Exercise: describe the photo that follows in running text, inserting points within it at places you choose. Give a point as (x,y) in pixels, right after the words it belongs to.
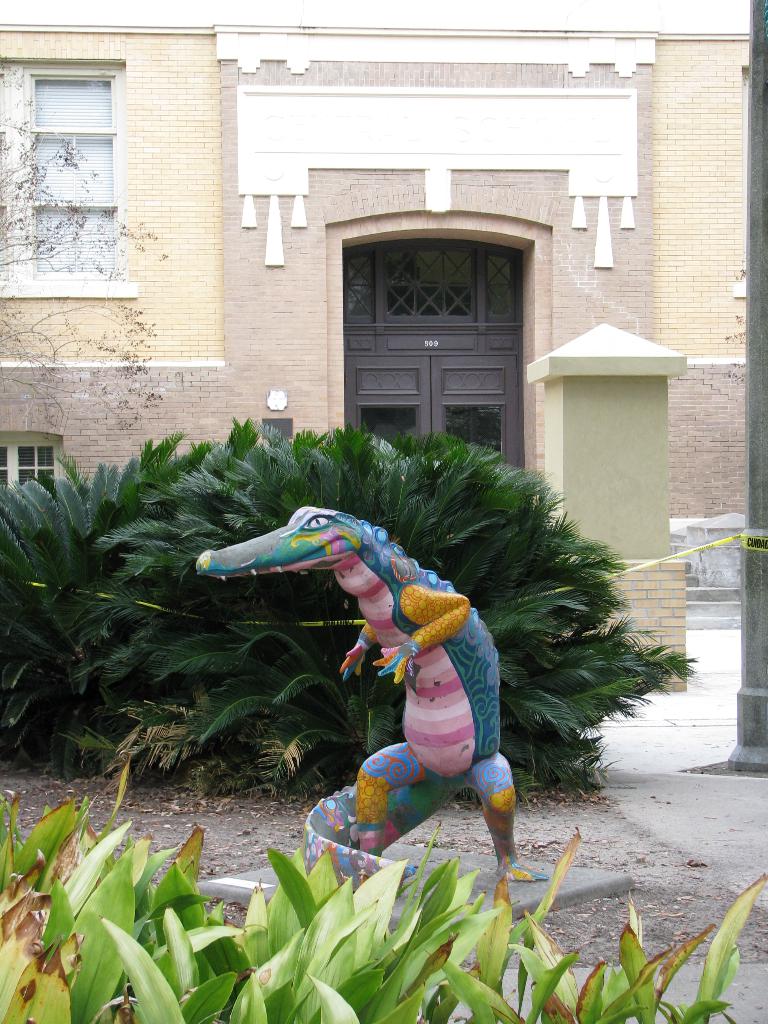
In the center of the image (355,661) we can see a sculpture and some bushes (374,901) are present. In the background of the image (462,273) we can see a building (388,194) is there. On the right side of the image (766,577) a pole (764,85) is present. In the middle of the image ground (598,820) is there.
